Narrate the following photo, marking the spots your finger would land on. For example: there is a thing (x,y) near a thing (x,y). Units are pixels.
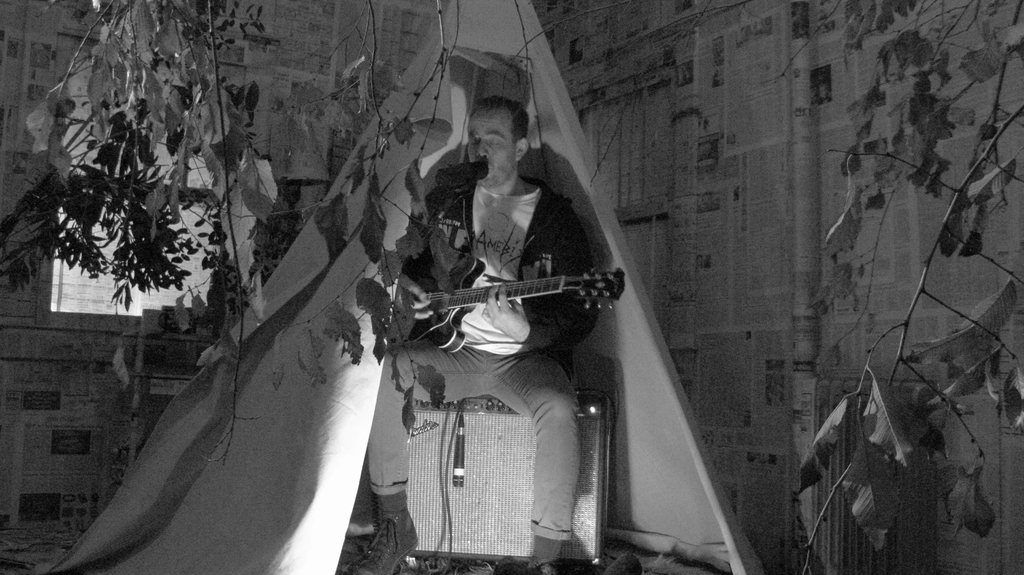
This picture shows a man (463,324) seated and playing guitar (447,339) and we see a microphone (446,176) in front of him and we see a tree (164,205) and a building (707,118).
